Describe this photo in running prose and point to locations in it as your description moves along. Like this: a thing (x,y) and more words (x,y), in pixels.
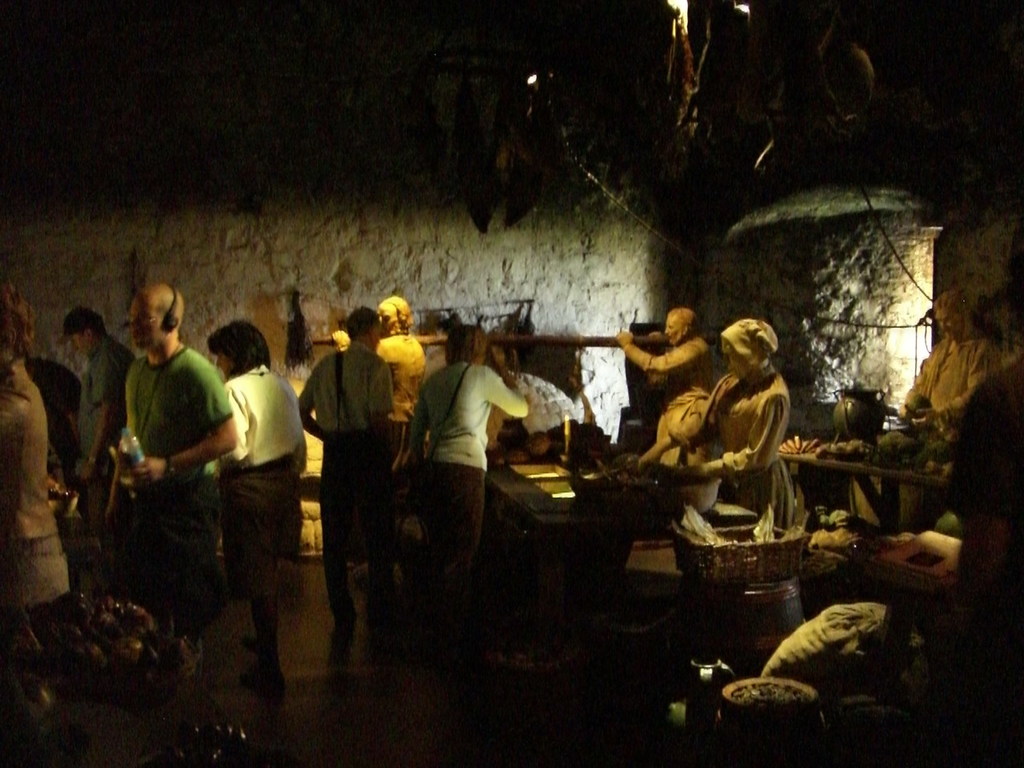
In this picture we can see few people (217,511) are standing on the path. We can see some fruits (810,448) on the table (878,461). There is a basket (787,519) and few things (691,524) in it. We can see a bag (841,609). There is a light (531,76) on top.
